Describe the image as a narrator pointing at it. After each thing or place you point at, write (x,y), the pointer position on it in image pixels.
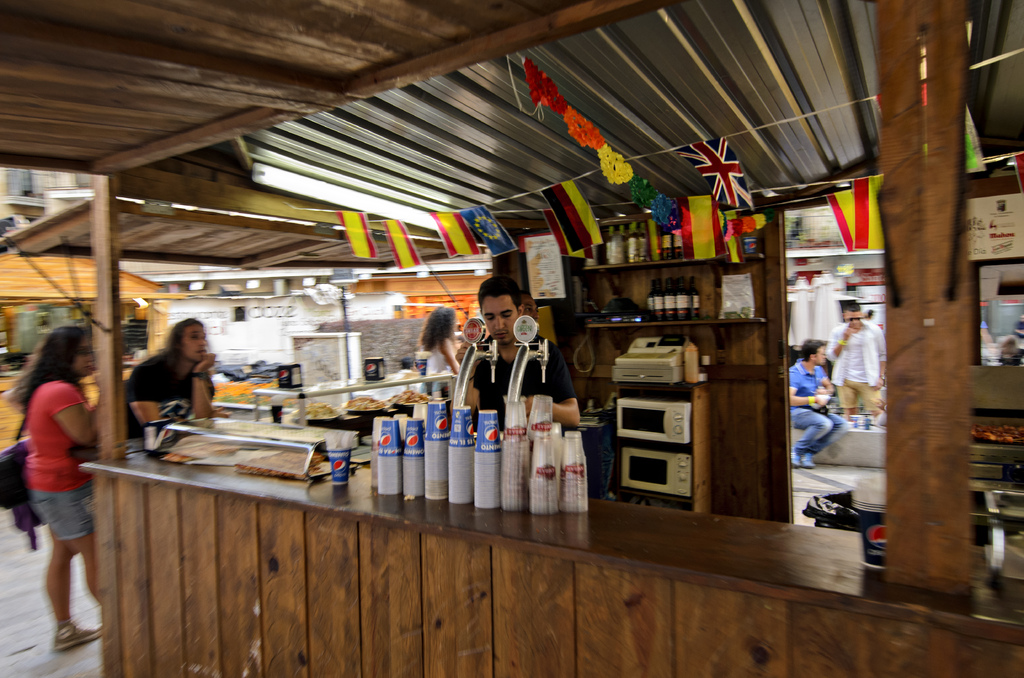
In this image we can see a group of people (490,291). We can also see a man (506,315) standing under a roof (456,178) beside a wooden table (620,590) containing some glasses (584,484) and the machines (495,372) on it. We can also see the flags (733,194) and ribbons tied with the thread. On the backside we can see some buildings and the sign boards (878,283).
